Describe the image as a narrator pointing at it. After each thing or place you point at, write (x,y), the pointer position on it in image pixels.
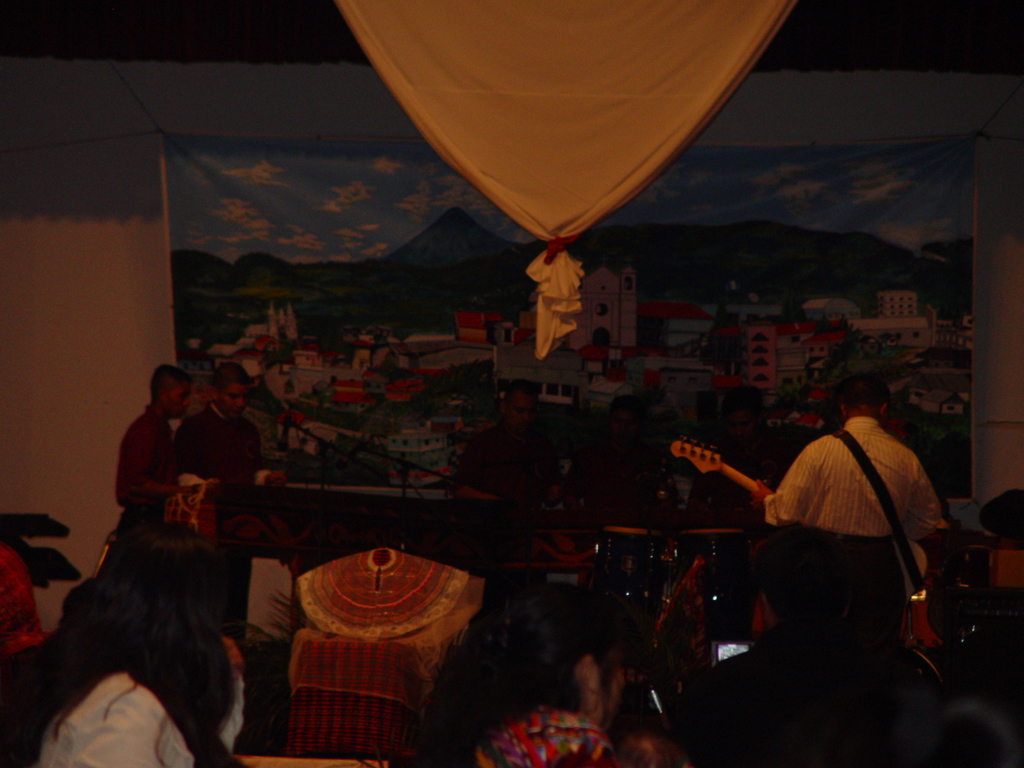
In this image there are few people (473,643) sat on their chairs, in front of them there are few people (703,495) playing a musical instrument (275,503). In the background (302,367) there is a banner (739,235). At the top of the image (500,136) there is a curtain (589,175).
